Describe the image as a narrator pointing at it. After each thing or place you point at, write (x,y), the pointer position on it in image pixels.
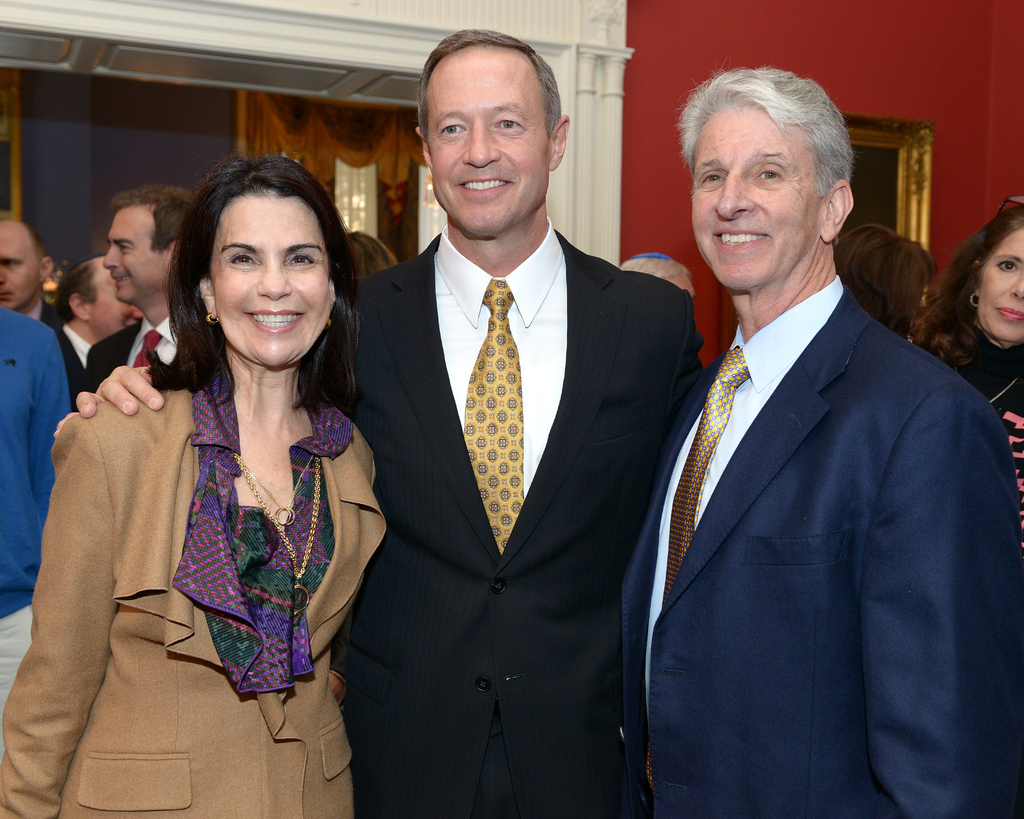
In this image there are two men (572,506) standing, wearing suit (632,622) beside one man (481,523), there is a woman (183,501) standing, in the background (160,276) there are people (939,292) standing and there is a wall (446,29).
